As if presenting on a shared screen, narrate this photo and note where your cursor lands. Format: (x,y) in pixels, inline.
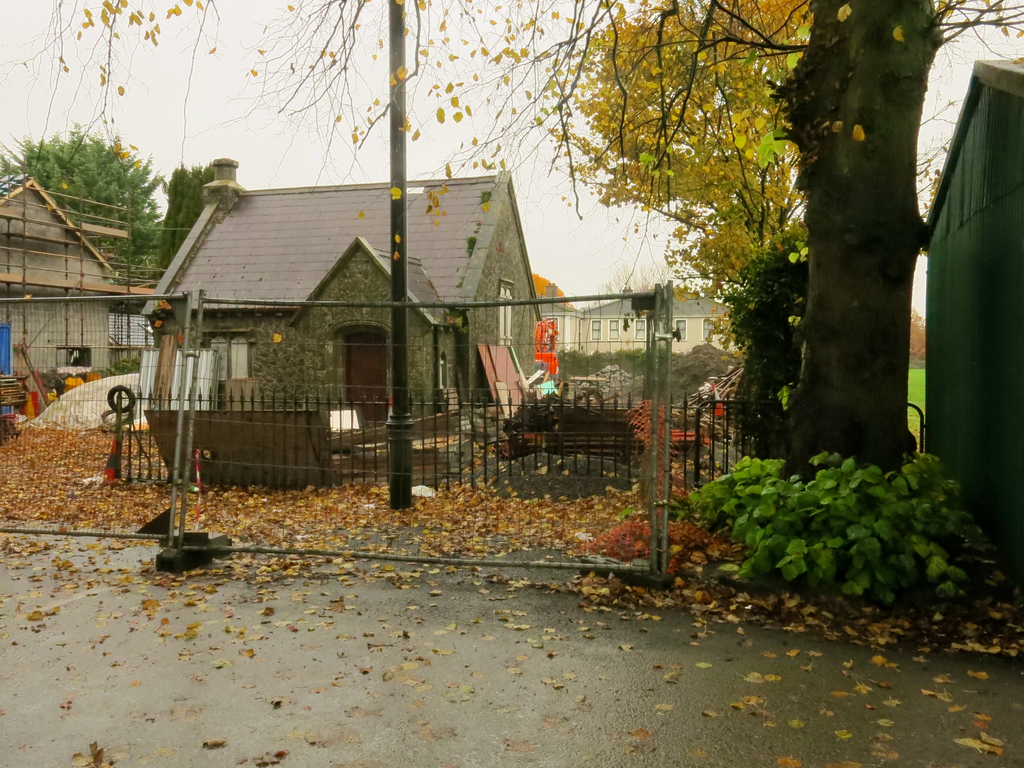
In this image there is a stone house (292,231) in the middle (352,289). On the right side (814,160) there are trees (829,244). In front of the house (323,398) there is a fencing (316,452). On the floor (83,527) there are dry leaves (83,527). At the top (220,72) there is the sky (238,73). It seems like the house (281,266) is under construction. In the background (687,343) there are few other houses (702,307). In front of the houses (689,310) there are wooden sticks (557,413) and stones (590,463).
